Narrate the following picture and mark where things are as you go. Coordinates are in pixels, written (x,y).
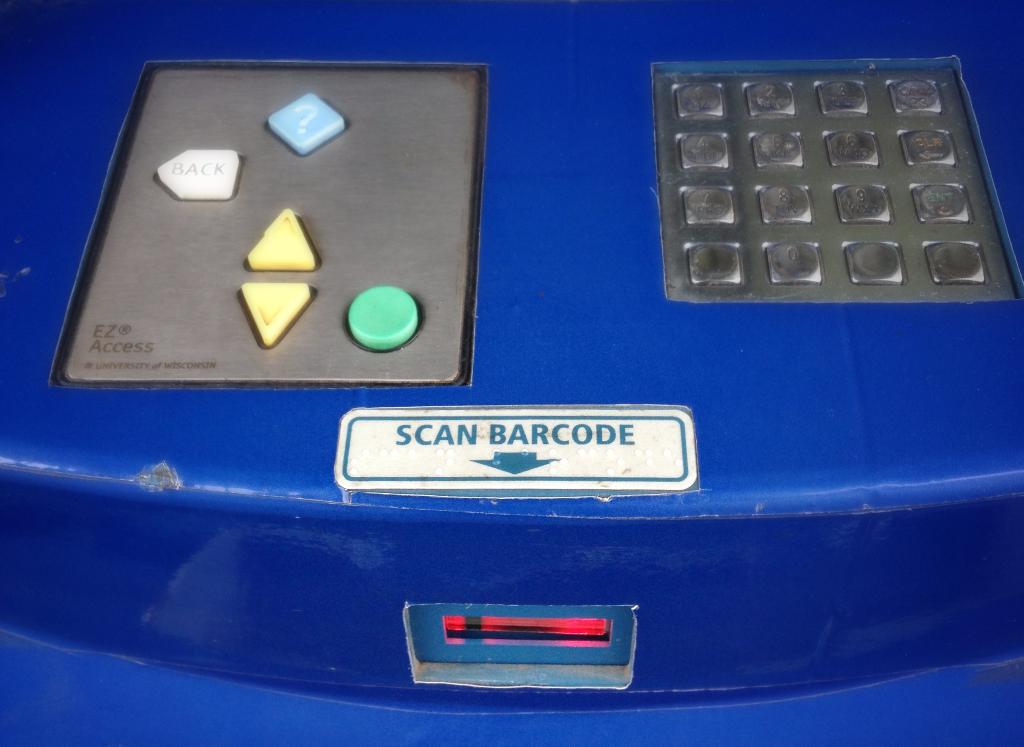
In this picture we can see few buttons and some text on the machine (715,378).
